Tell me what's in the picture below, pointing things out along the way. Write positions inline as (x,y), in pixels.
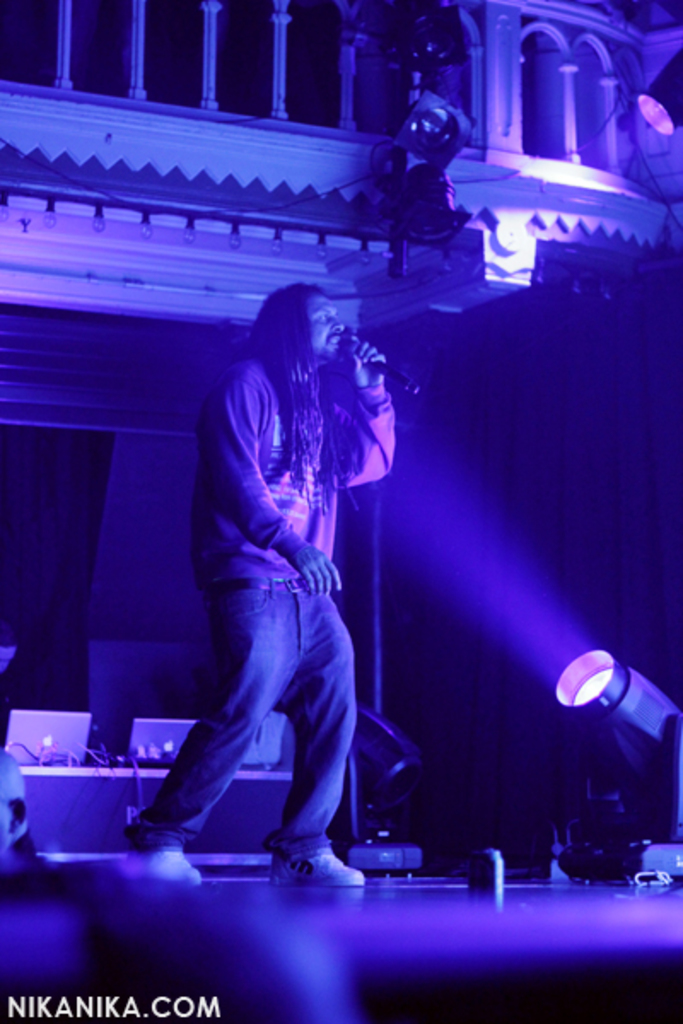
In this image a person (212,729) is holding a mic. I can see focusing lights (601,682), laptops (46,744), curtains (464,589), railing (536,49), bulbs (145,216) and objects (400,248). At the bottom left side of the image (159,1009) there is a watermark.
